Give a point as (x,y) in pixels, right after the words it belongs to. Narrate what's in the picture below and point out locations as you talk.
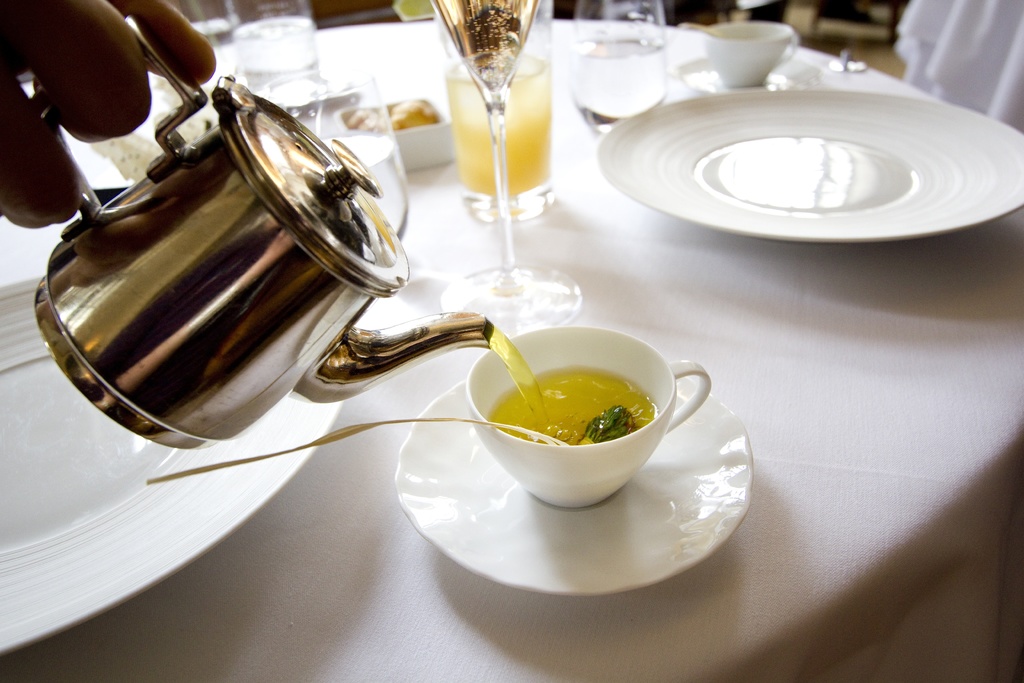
In this image there is a table (697,310). On the table (721,311) there are plates (780,143), cups (675,383), glasses (503,71). From the left side (8,45) one person (54,104) is pouring some tea (542,403) on the cup (496,373) from the jug (239,236).
